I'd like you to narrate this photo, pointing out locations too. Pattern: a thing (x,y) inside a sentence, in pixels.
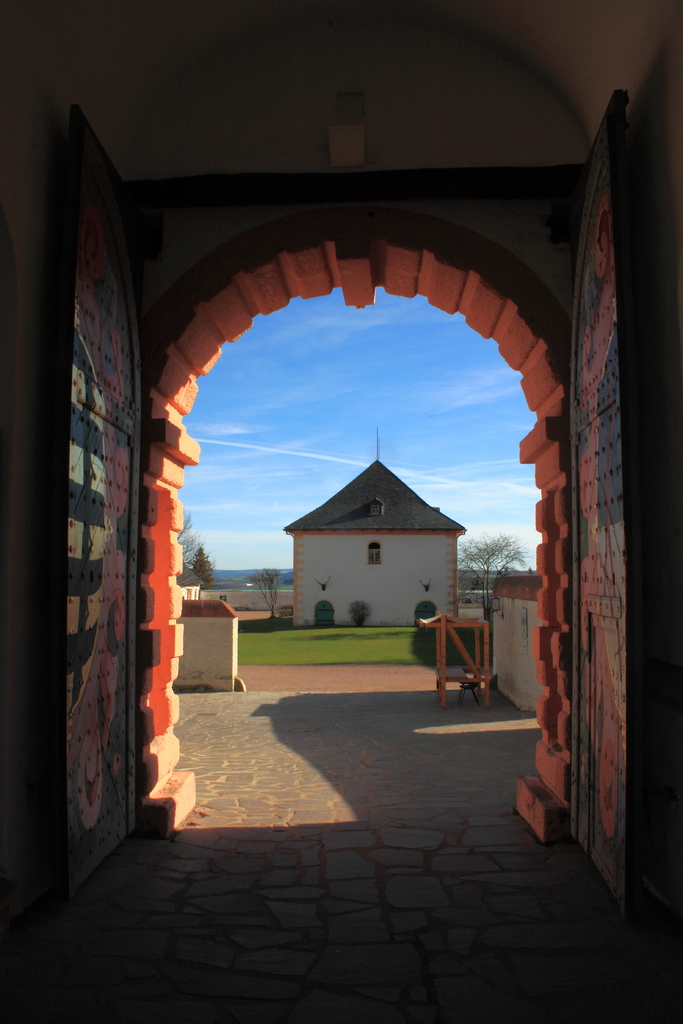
In this image we can see a door (80,641), walls (117,24), a building (416,509), grass (406,653), a few trees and some clouds (263,447) in the sky (371,451).
